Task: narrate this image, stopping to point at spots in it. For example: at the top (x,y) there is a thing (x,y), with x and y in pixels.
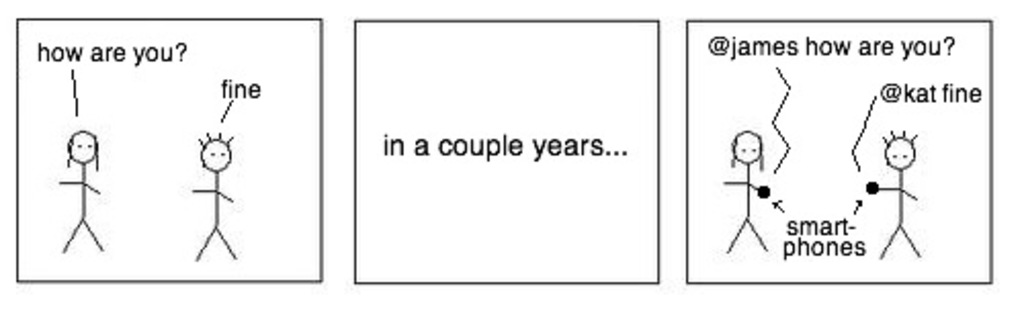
In this image I can see the sketch of few persons (904,211) and I can see something written in the image.
